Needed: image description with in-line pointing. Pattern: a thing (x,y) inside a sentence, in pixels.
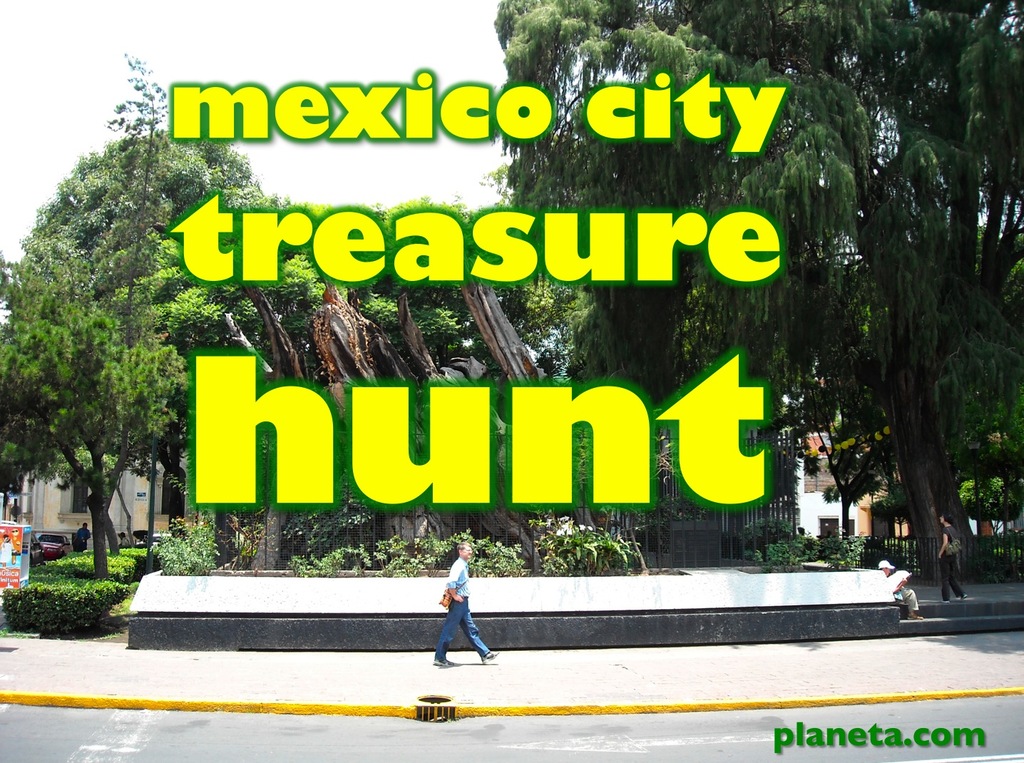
In this image we can see a few people (466,634), one person (438,654) is wearing a bag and walking on the path (497,673), also we can see vehicles (33,541), trees (684,170), house (133,508), fencing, board (20,546), with some text (4,575) written on it, also we can see the sky (399,9), trunk (448,367), and some texts (570,428) on the image.
